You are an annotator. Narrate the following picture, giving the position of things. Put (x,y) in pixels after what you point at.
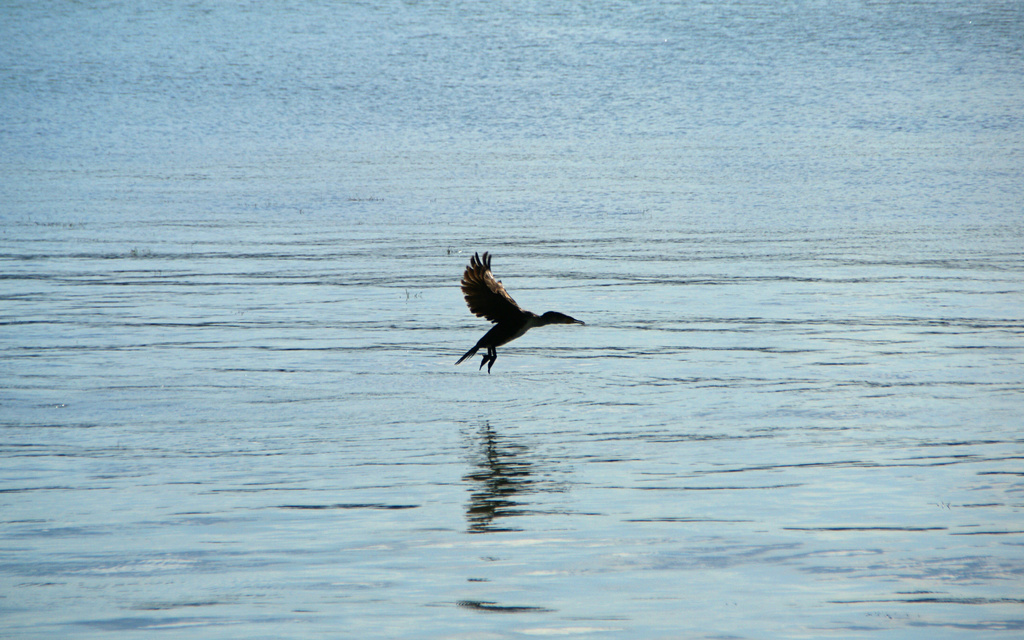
In this image in the middle (485,311), there is a bird (519,328), it is flying. At the bottom (492,428) there are waves (409,434), water (246,292).
